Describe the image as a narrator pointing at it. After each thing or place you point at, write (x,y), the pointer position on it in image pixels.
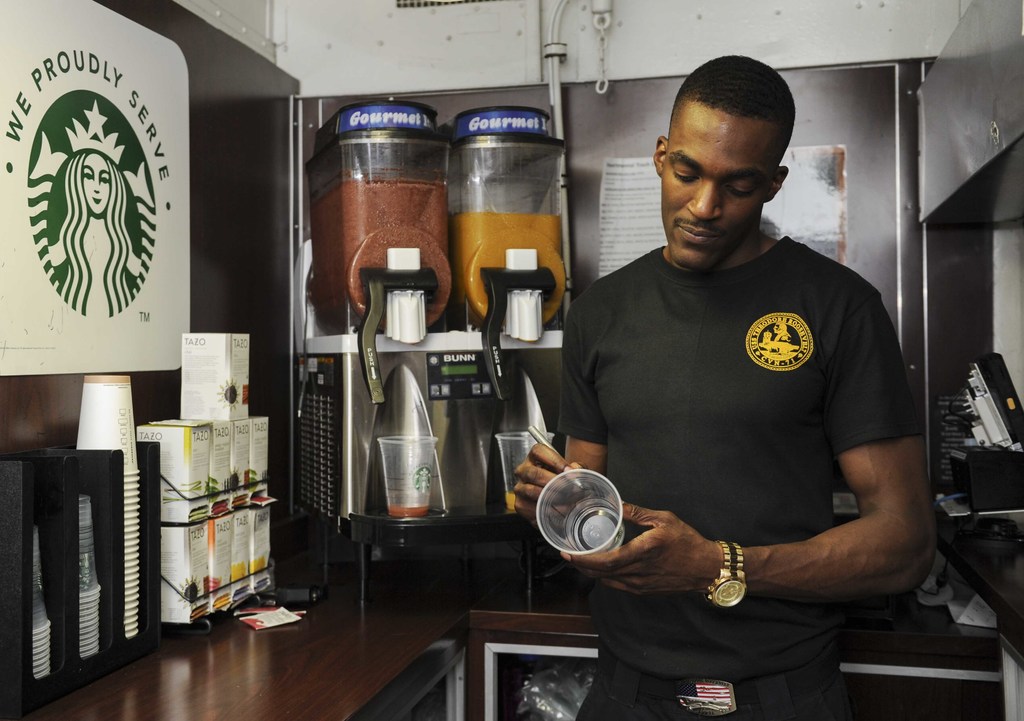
In this image there is a person (703,499) holding a glass (620,533) with one hand (625,516) and a pen (551,450) with the other hand (535,473). He is wearing a watch (731,601). Behind him there is a cabinet (484,626) having a vending machine (470,401), glasses (133,473) and packets (202,514). There is a board (78,112) attached to the wall (205,155). Right side (1001,402) there is a rack (1018,540) having few objects (1003,446). On the vending machine (470,469) there are glasses (433,473).
